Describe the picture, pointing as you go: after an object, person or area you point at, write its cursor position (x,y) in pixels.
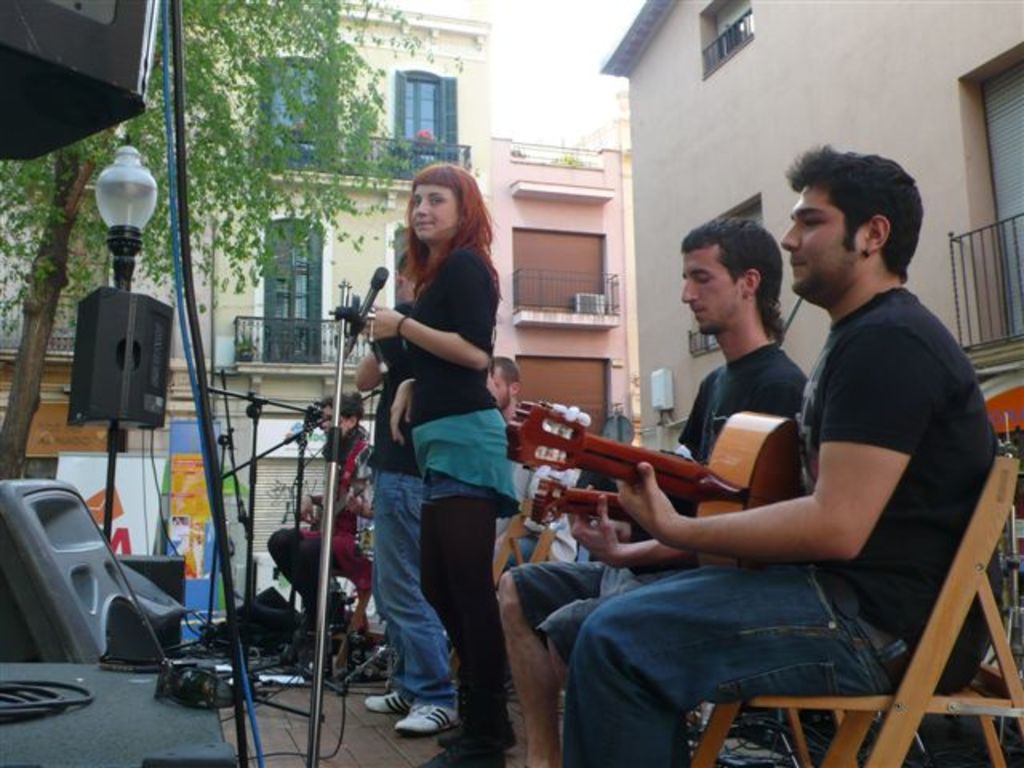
There are two people (756,566) sitting on the chair (913,652) and playing guitar (605,491). here is the woman (437,401) standing. This is the mike (378,280) with a mike stand (325,488). This looks like the street light (129,225). These are the speakers (103,603). I can see few people (304,556) sitting and the person (397,482) standing. At background (315,247) I can see buildings (406,125) with windows (410,119) and this is the tree (257,9).
